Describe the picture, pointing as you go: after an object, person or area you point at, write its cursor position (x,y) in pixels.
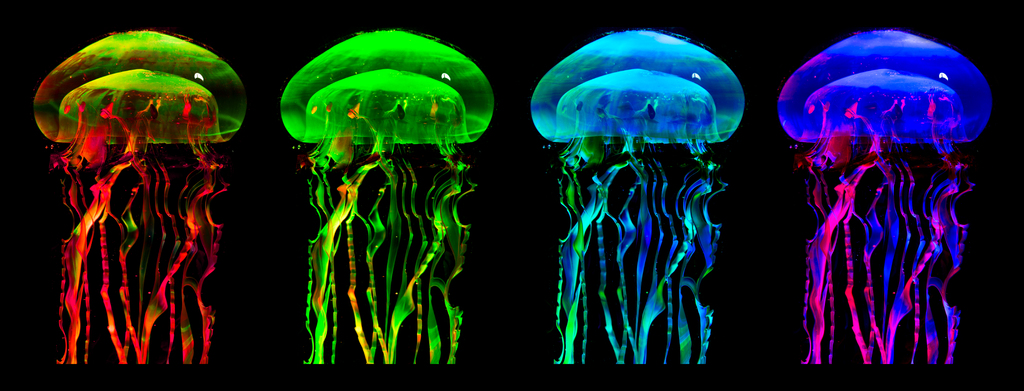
In the picture we can see a four jellyfishes (215,71) with the colors green, yellow, blue and pink and blue.
